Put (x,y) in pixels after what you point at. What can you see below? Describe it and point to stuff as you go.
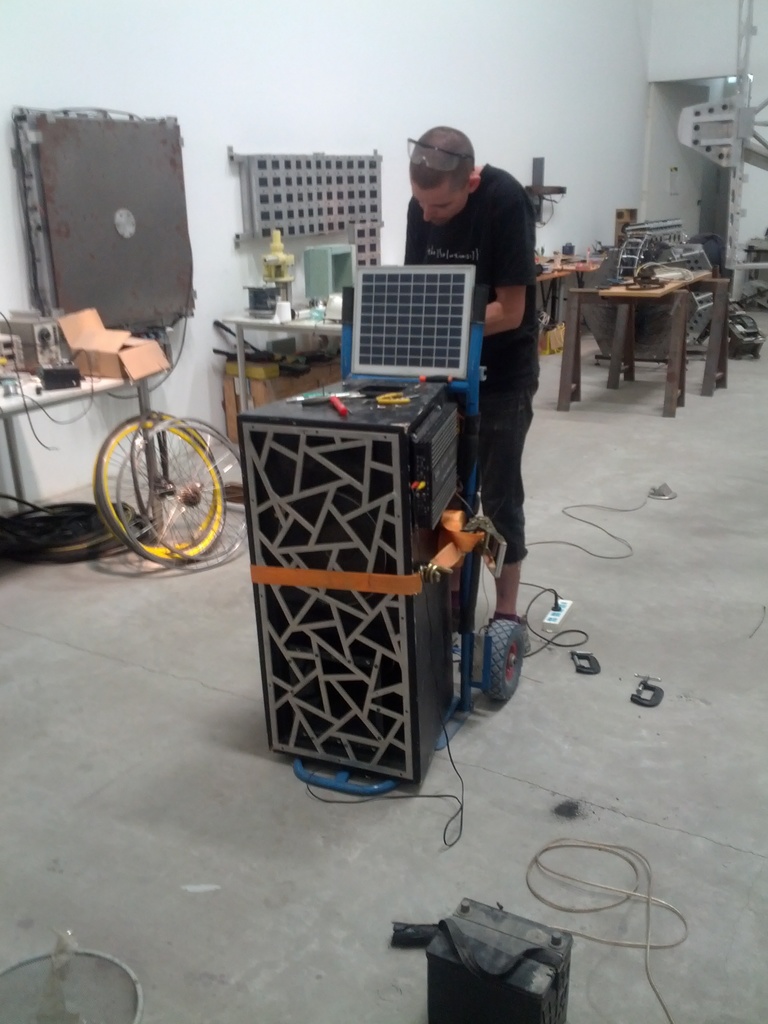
In this image we can see a person (410,260) standing on the floor (532,641). We can also see a box (284,678) with wheels (490,677) placed in front of him containing a solar panel (433,346) and some objects (375,401) on it. On the backside (170,521) we can see some wheels (161,510), a table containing a cardboard box (127,369) and some wires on it, machines (689,318), some devices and a wall (555,244). We can also see some cables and a device (525,946) on the floor (381,866).
